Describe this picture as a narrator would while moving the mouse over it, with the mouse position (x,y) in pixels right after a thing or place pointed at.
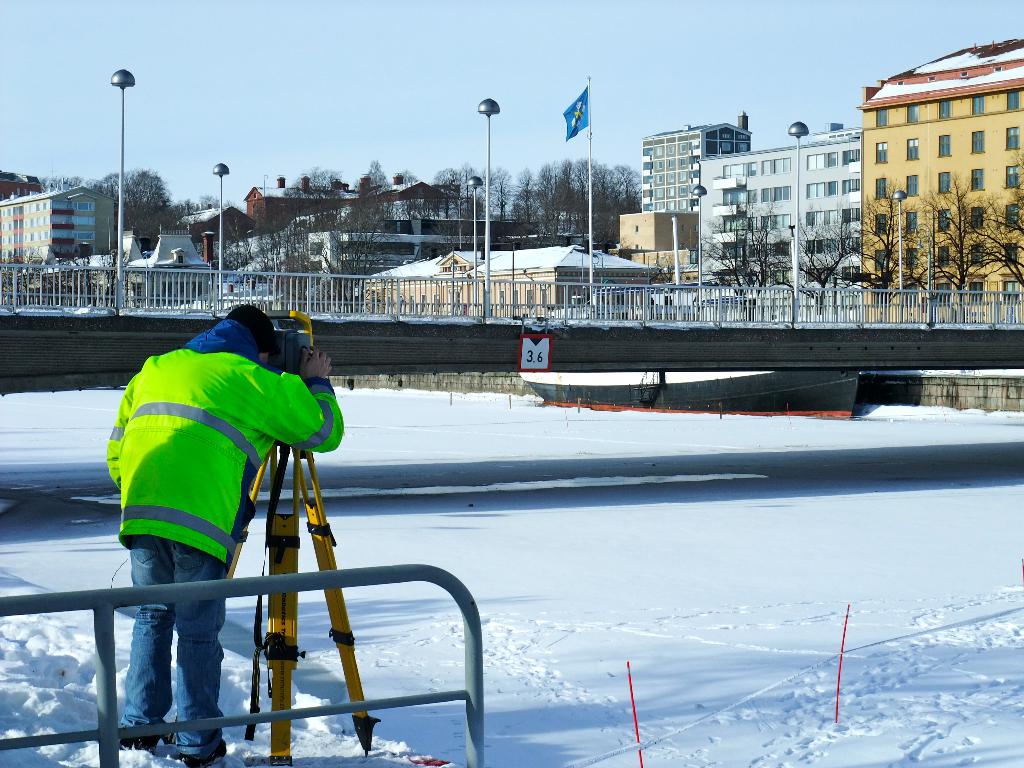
In this image I can see a bridge (296,287) in the center of the image (664,363), buildings (861,215), poles (797,213) and trees (960,251) in the center of the image (641,274) just above the bridge (882,348). I can see snow (575,434) or a freezing lake (542,472) with a boat (717,382). In the left bottom corner (210,521), I can see a person (282,378) standing with some devices (274,649) facing towards the back (318,492). At the top of the image (336,61) I can see the sky (279,69).
